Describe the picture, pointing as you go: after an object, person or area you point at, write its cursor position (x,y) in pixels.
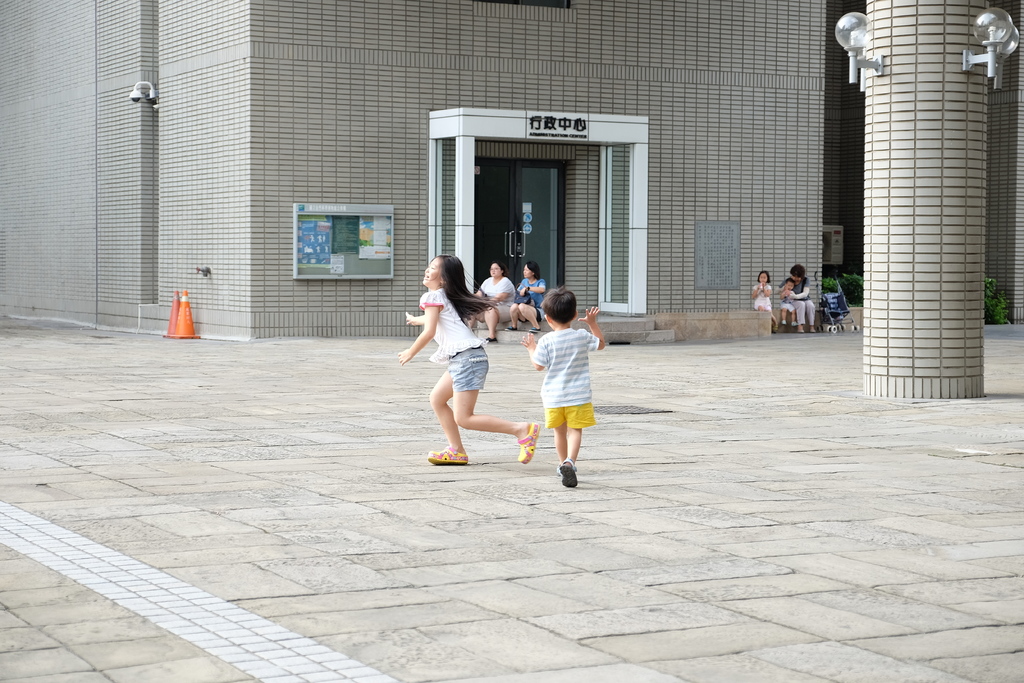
In the foreground of this image (545,398), there are two kids (544,380) running on the pavement (502,462). On the right (934,190), there is a pillar (918,107) and lights (859,46) to it. In the background (813,283), there is a building (248,230), two traffic cones (186,314), a lamp (148,86), a board (338,206) and few persons (514,304) sitting and standing.
